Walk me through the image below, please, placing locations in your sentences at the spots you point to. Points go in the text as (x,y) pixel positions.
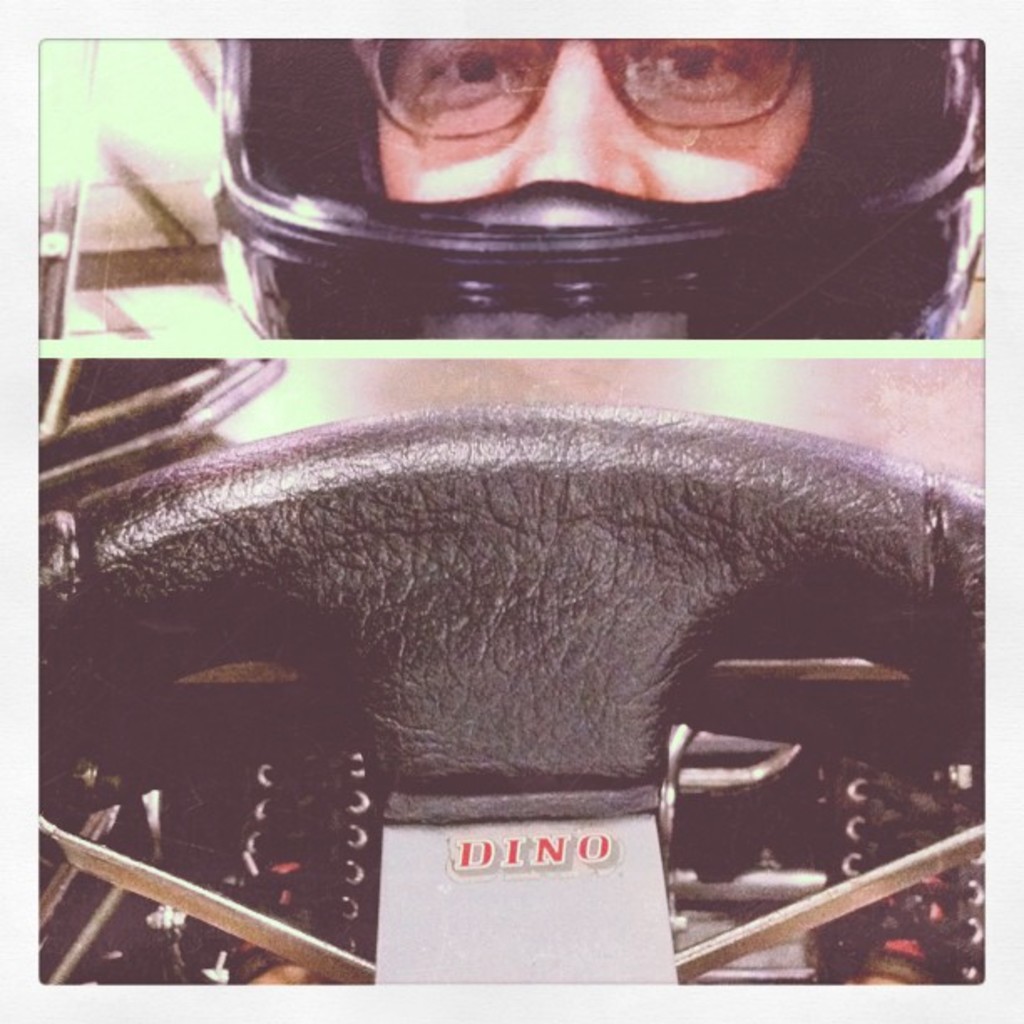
In this image I can see the collage picture in which I can see the steering (537,638) which is black in color and a person (588,180) wearing black colored helmet (567,237) and spectacles (645,124).
